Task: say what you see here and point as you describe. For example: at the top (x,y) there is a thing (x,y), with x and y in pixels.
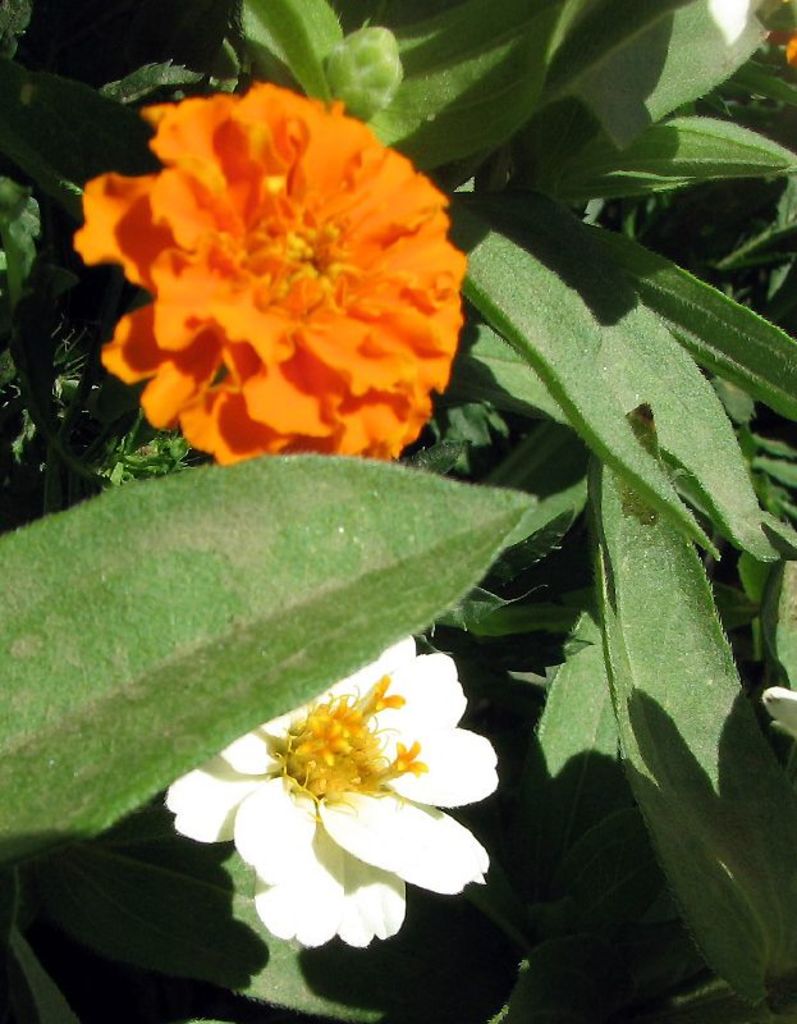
In the picture there are flowers (244,806) presented to the plants (76,385).
